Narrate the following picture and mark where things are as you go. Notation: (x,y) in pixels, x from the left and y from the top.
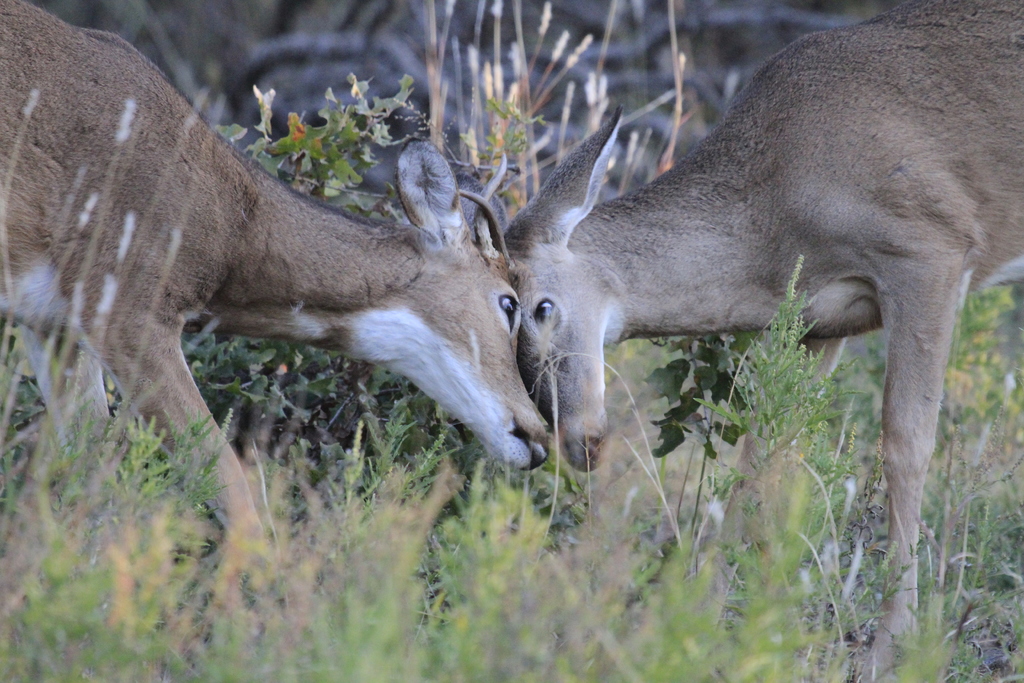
In this image there are two animals (592,297), there are plants (496,539), the top of the image (491,80) is blurred.
